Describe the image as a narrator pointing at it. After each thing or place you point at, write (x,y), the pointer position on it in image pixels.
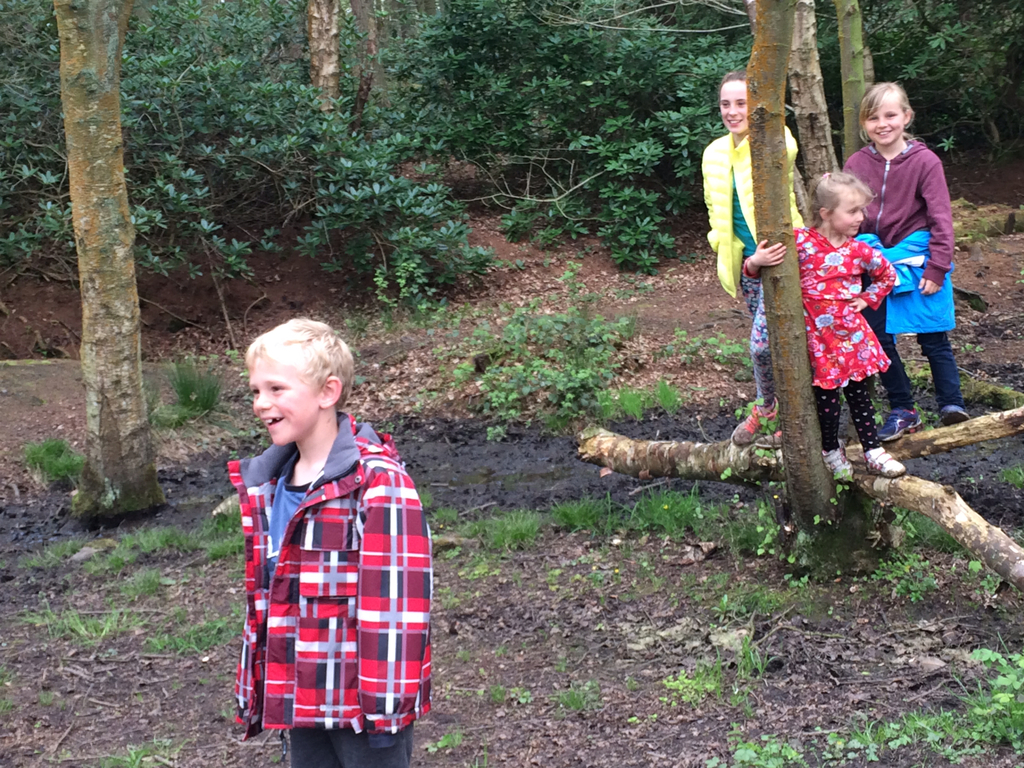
In this image there is a boy (273,644) standing, and at the background (607,131) there are three persons (739,437) standing on the branch (780,453) of the tree (601,436), grass (598,418), plants (392,122).
